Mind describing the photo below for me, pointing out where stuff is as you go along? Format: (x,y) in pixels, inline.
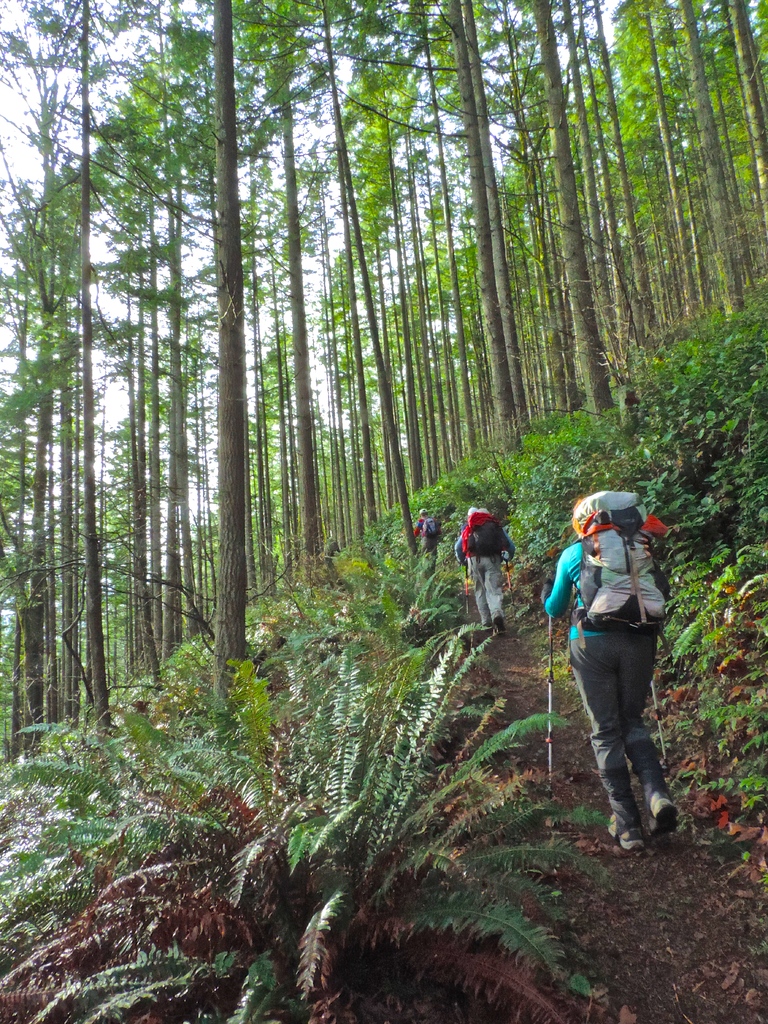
In the foreground of the picture (483,618) we can see plants (657,433), trees (98,651), people (556,602) doing trekking and other objects (473,552). In the background (366,331) there are trees (216,95). At the top (270,332) there is sky (2,69).
